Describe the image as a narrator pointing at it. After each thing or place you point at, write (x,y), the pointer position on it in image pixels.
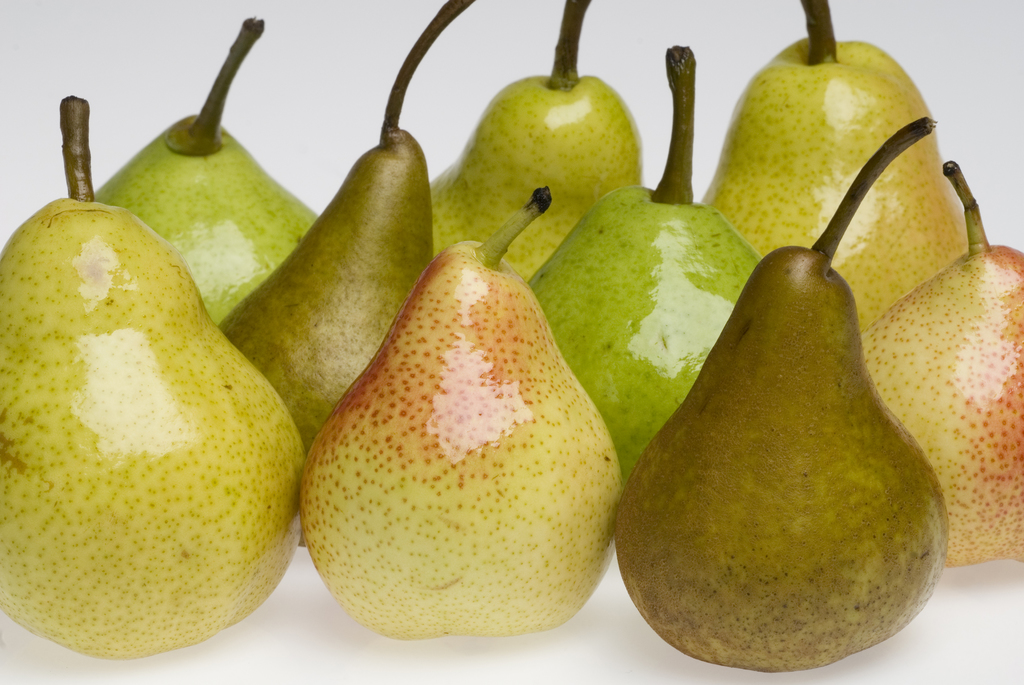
In this image we can see few fruits (807,222) looks like pears (591,285) and a white background (205,39).
